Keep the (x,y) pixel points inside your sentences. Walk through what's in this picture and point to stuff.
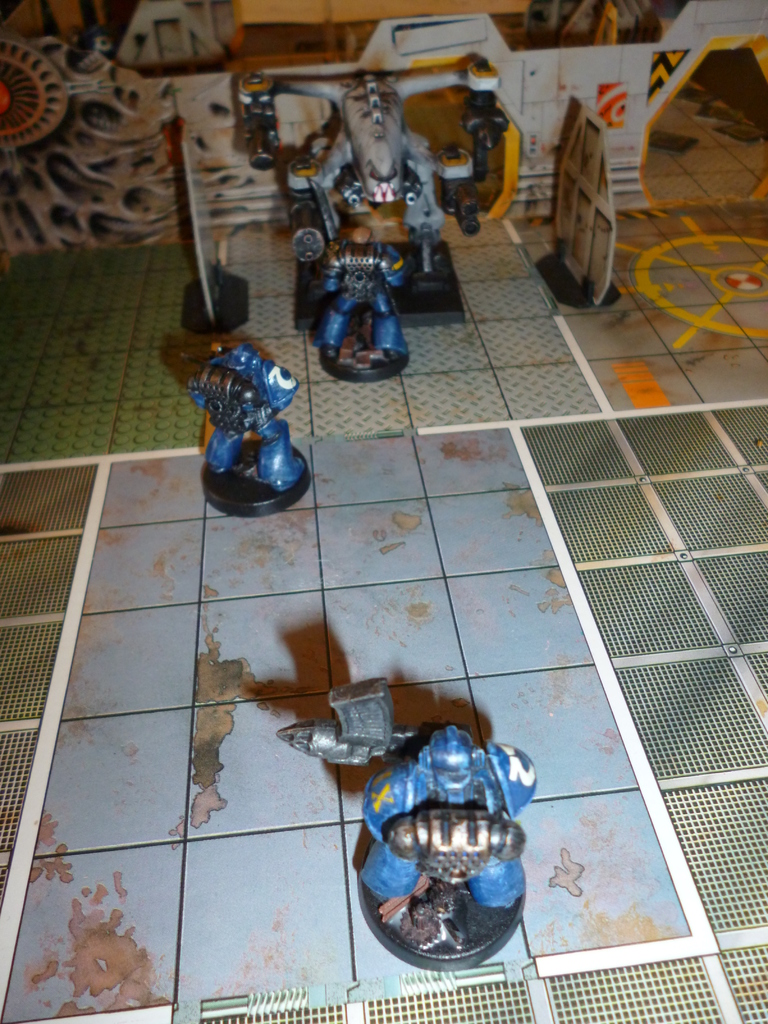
In this picture there are few toys (340,695) on the ground (409,545) and there are few other objects (57,138) in the background (360,63).
